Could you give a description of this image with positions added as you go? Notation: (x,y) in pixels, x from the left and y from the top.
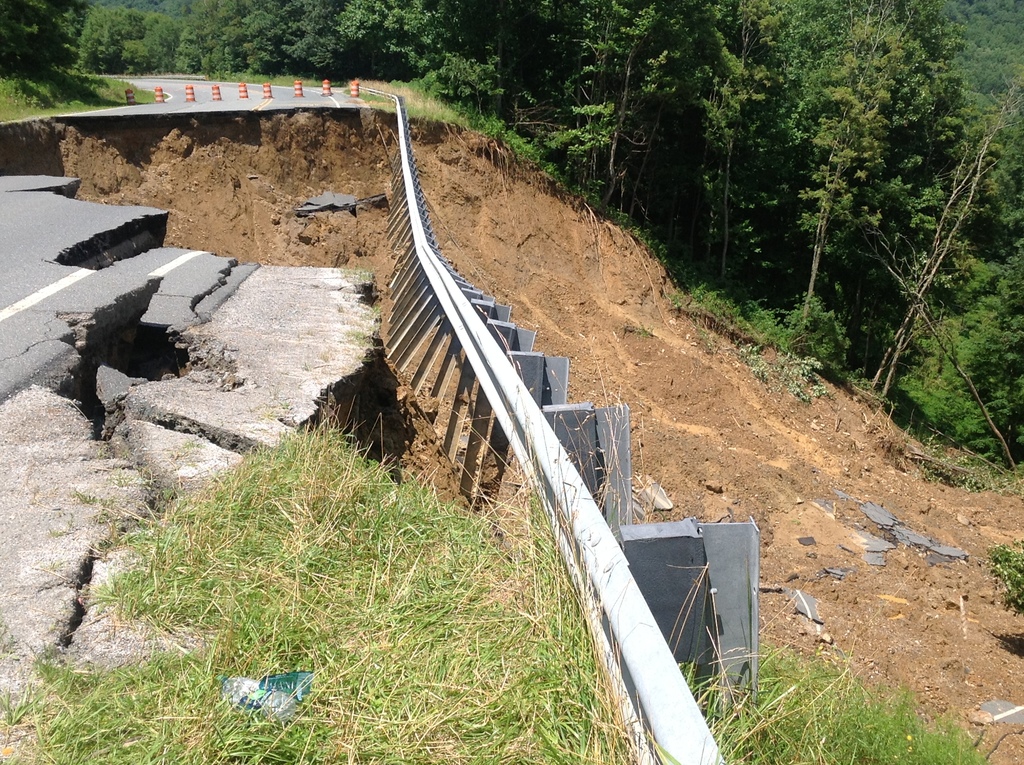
In this image I can see road (74,216) and on it I can see few lines (80,277) and few orange colored traffic cones (355,81). I can also see grass (335,755) and number of trees (708,125).
